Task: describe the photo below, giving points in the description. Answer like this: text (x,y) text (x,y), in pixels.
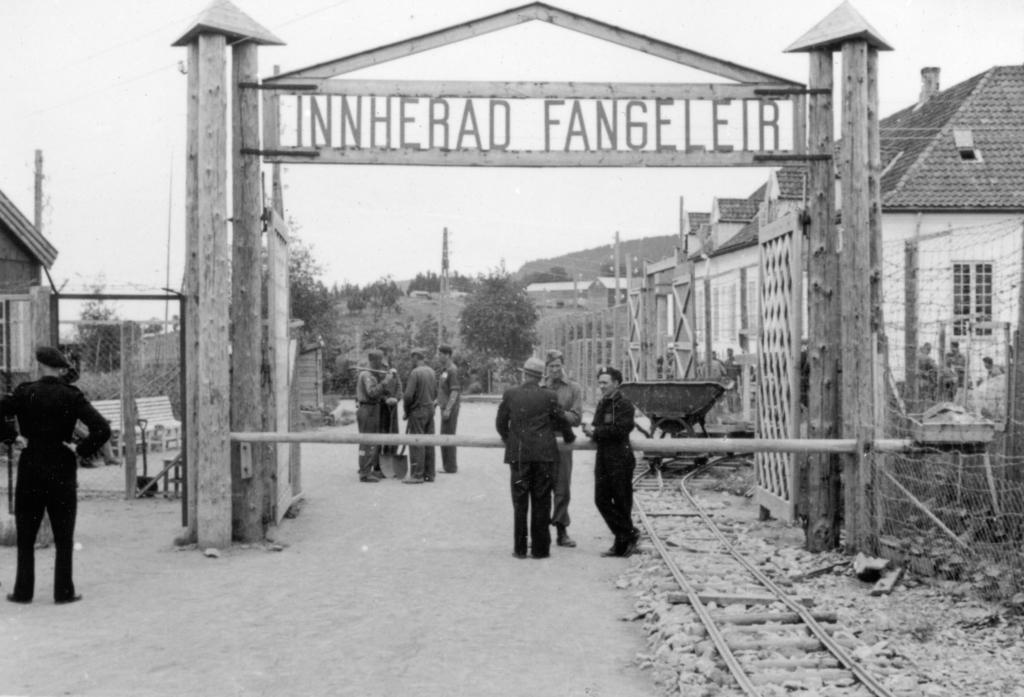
In this black and white picture there are few people (372,422) standing. In the foreground (212,345) there is a gate (271,373) to an arch (826,182). There is text (579,105) on the arch (487,113). There is a railway track (708,593) on the ground (704,592). To the right (877,483) there is a net (950,494). In the background (922,277) there are houses (17,320), trees (471,316) and poles (39,215). At the top (314,25) there is the sky (473,193).
